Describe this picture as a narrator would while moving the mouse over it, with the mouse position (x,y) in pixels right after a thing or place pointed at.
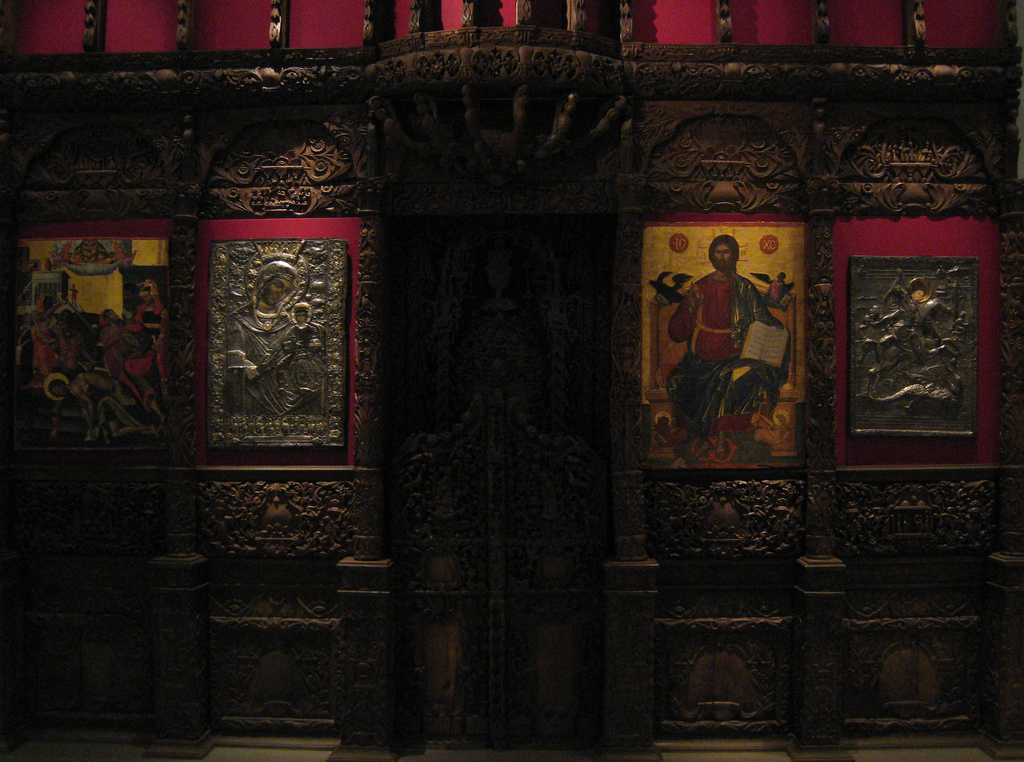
In this image I can see there is a wall (366,227) with a design (820,412). And there are some frames (850,324) attached to the wall (702,197).
